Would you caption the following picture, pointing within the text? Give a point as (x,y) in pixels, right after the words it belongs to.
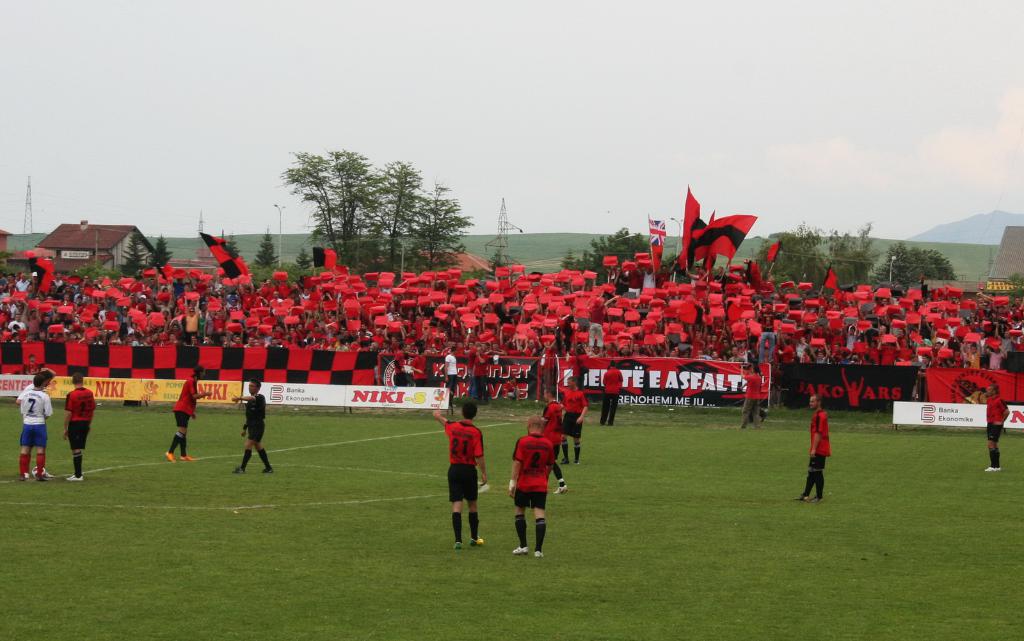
In this image we can see few persons (555,403) are standing and walking on the grass (130,606) on the ground (130,606) and there is a ball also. In the background (152,303) there are banners (443,381), hoardings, audience (477,347) holding red color clothes (495,321) and hoarding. In the background (64,36) we can see flags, houses (210,269), trees (455,209), mountain (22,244) and clouds (86,16) in the sky (211,31).
